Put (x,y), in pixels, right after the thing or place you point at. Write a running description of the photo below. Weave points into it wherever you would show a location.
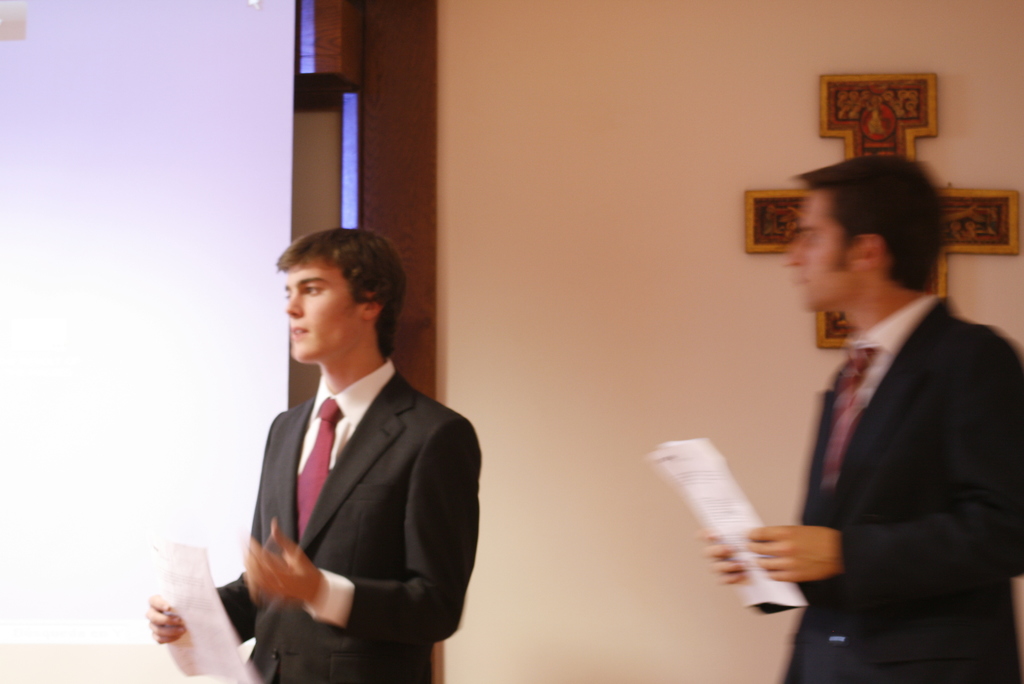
In this image, we can see two persons (381,500) standing and they are holding papers (766,588) in the hands (292,589), in the background (785,43) there is a wall (701,101).
